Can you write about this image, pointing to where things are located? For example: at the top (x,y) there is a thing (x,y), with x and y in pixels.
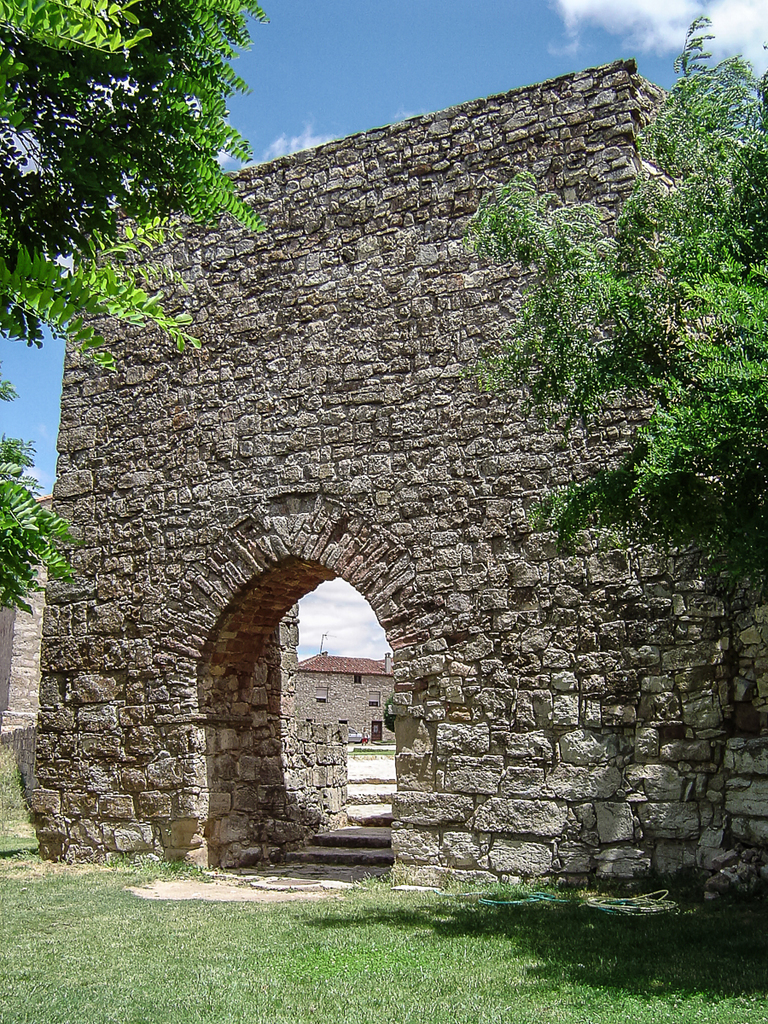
In this image I can see few trees (118,74), building (362,697) and an arch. The sky (362,111) is in white and blue color.
